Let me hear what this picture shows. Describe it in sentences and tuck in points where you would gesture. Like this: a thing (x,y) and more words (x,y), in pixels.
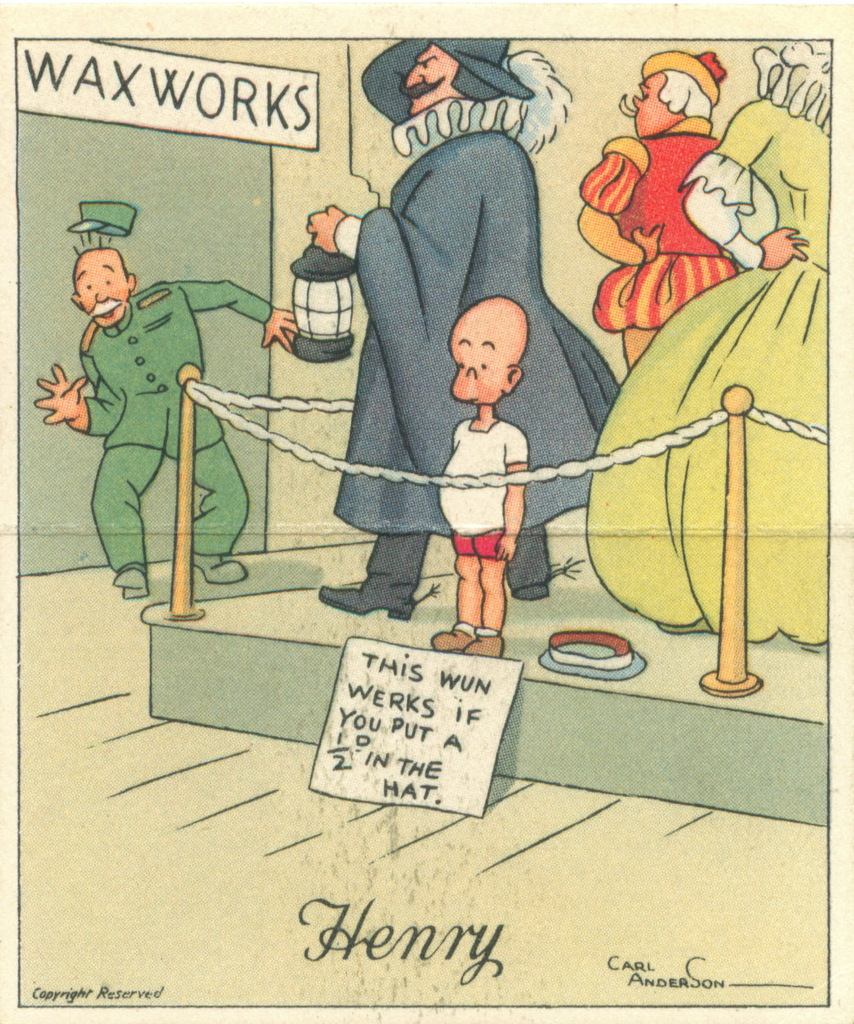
This image consists of a poster (270,283). On this poster (246,365), I can see few cartoon images (376,439) and text (406,723).
